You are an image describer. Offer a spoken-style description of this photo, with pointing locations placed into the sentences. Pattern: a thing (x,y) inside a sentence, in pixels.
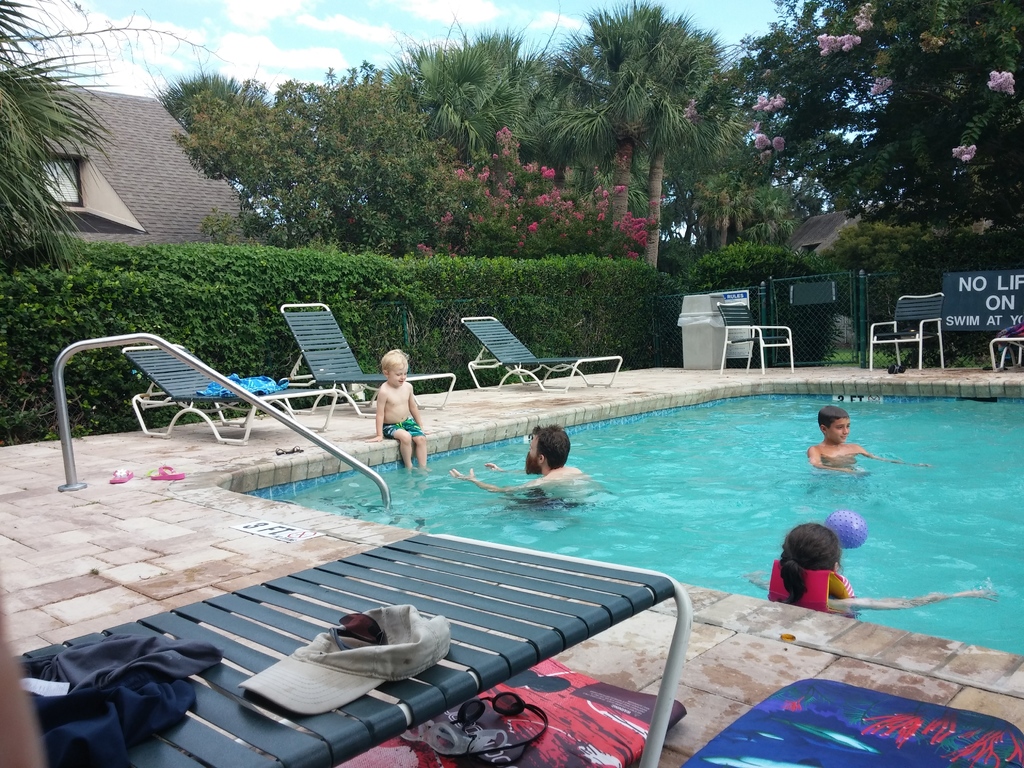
In this picture we are seeing swimming pool (917,440) and in this swimming pool (706,420) people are swimming, playing and one child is sitting on this brick (356,447).
